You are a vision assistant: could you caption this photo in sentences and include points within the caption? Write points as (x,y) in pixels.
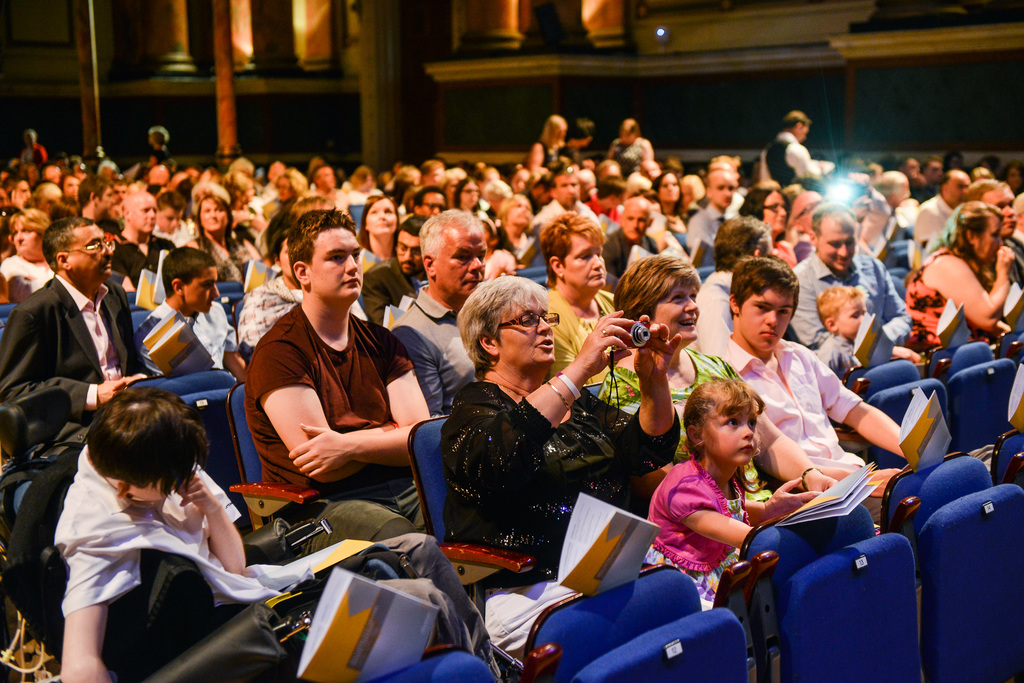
In this image in the center (380,348) there are group of persons (312,315) sitting. In the front (731,569) there are empty chairs (842,591) which are blue in colour and there is a woman (514,491) sitting on a chair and holding a camera (636,346) in her hand (646,361). In the background (159,132) there are persons (635,136) standing.
